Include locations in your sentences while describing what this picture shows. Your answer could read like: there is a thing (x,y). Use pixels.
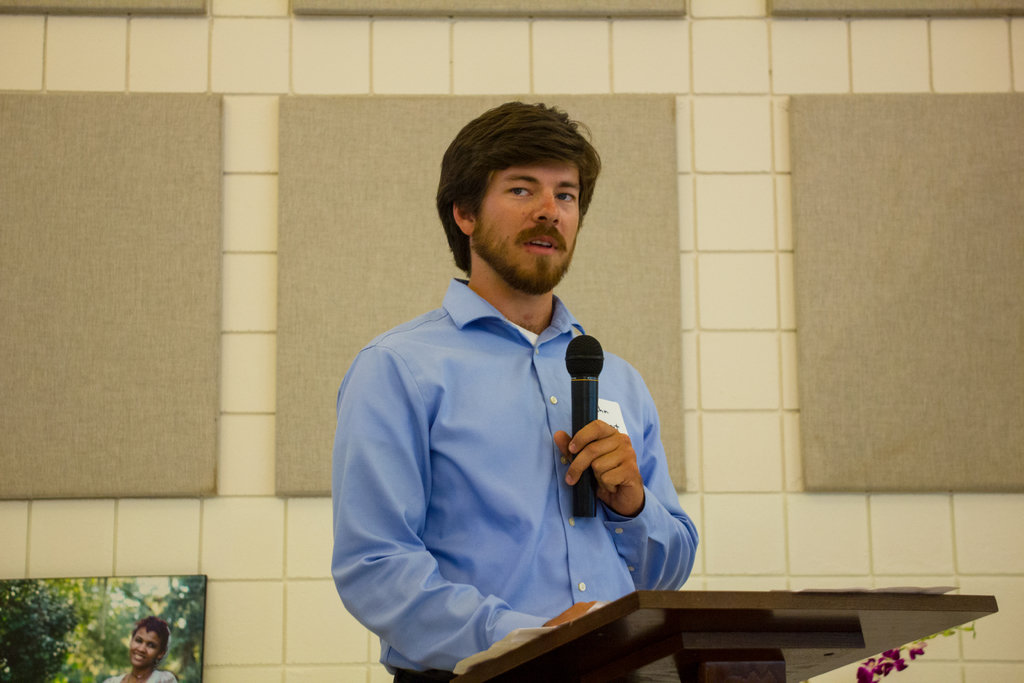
In this image I can see a person (515,404) standing and holding a mike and facing towards the right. I can see a wall (617,33) behind him. I can see a wooden table (667,637) before him. In the left bottom corner (147,627), I can see a picture (113,653) of a woman (159,623).
